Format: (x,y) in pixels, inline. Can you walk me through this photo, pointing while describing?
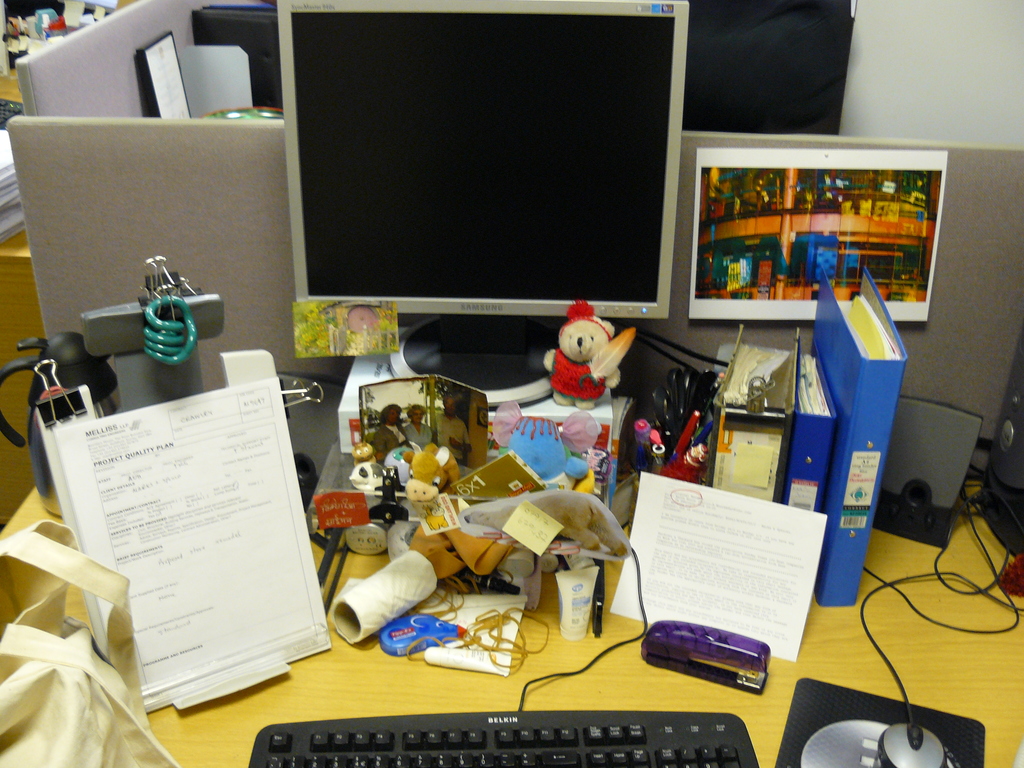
This picture is of inside. In the center (482,258) there is a table (896,619) on the top of which there is a keyboard (586,733), a mouse (910,753) with a mouse pad (809,715), stapler (694,662), papers (735,540), some toys (420,504), some books (848,380), a photograph (433,405) and a monitor (499,166).
